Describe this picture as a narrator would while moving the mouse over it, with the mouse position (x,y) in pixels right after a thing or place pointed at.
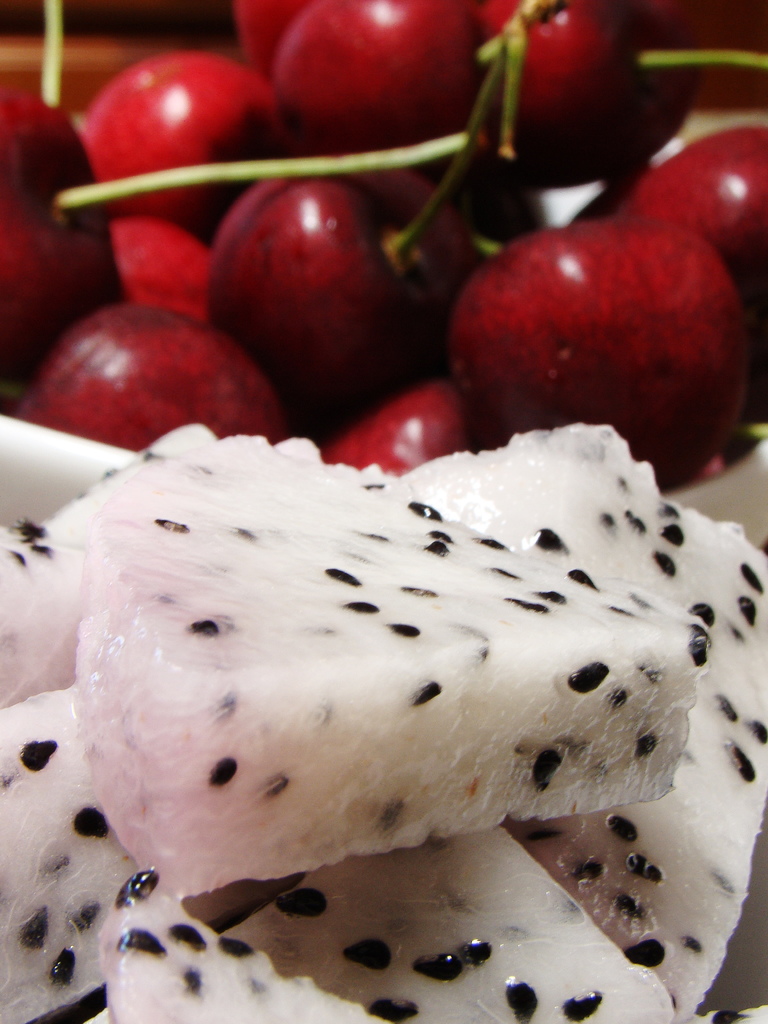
In this picture I can observe some food (352,606). I can observe red color fruits (378,140) in this picture.
